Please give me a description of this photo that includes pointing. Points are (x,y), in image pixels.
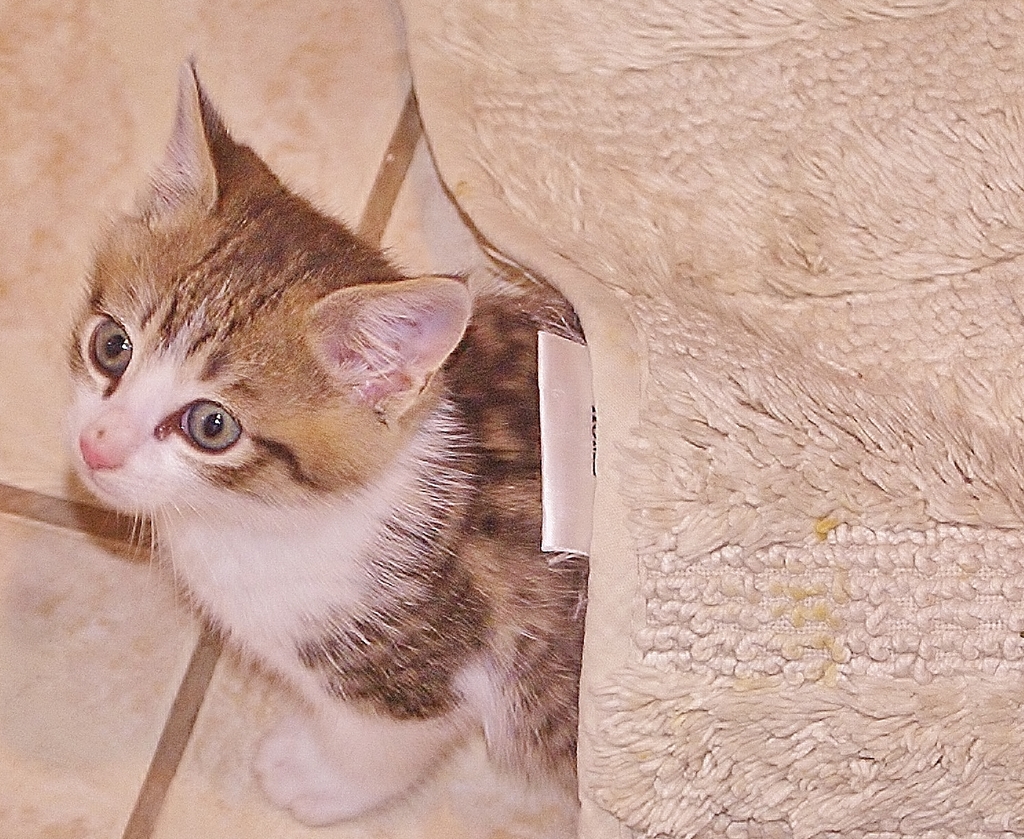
In this image we can see a cat (163,546) on the floor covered with a blanket (653,521).
